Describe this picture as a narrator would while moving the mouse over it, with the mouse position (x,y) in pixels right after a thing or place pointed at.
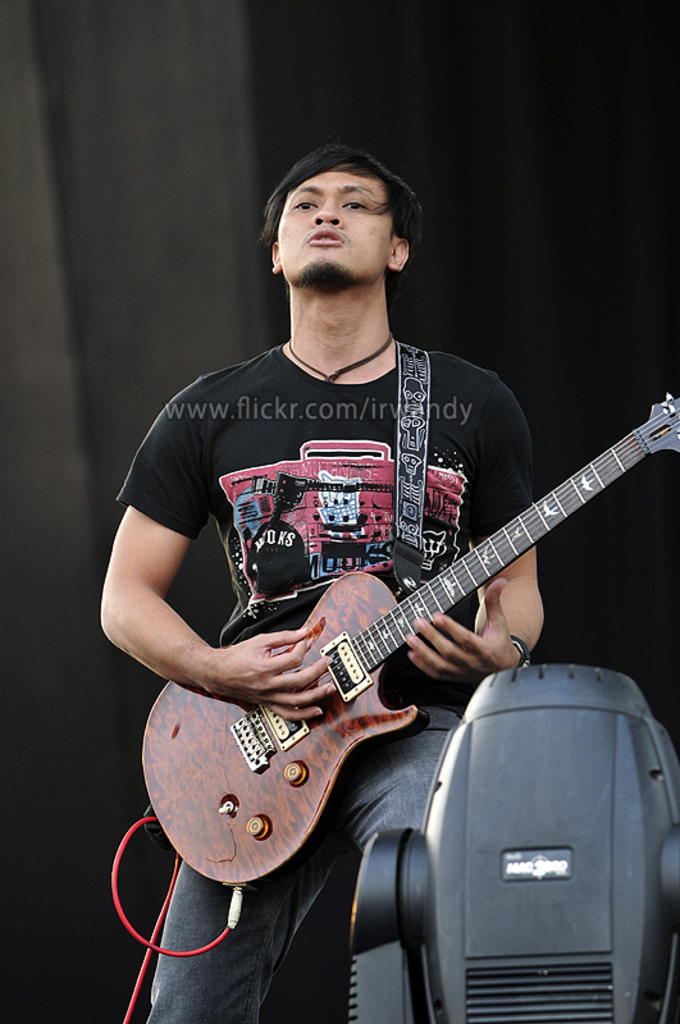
On the background (345,91) we can see a black colour cloth (320,137). Here we can see a man (187,520) standing and playing guitar (289,799). He is wearing black colour t shirt (293,481).
